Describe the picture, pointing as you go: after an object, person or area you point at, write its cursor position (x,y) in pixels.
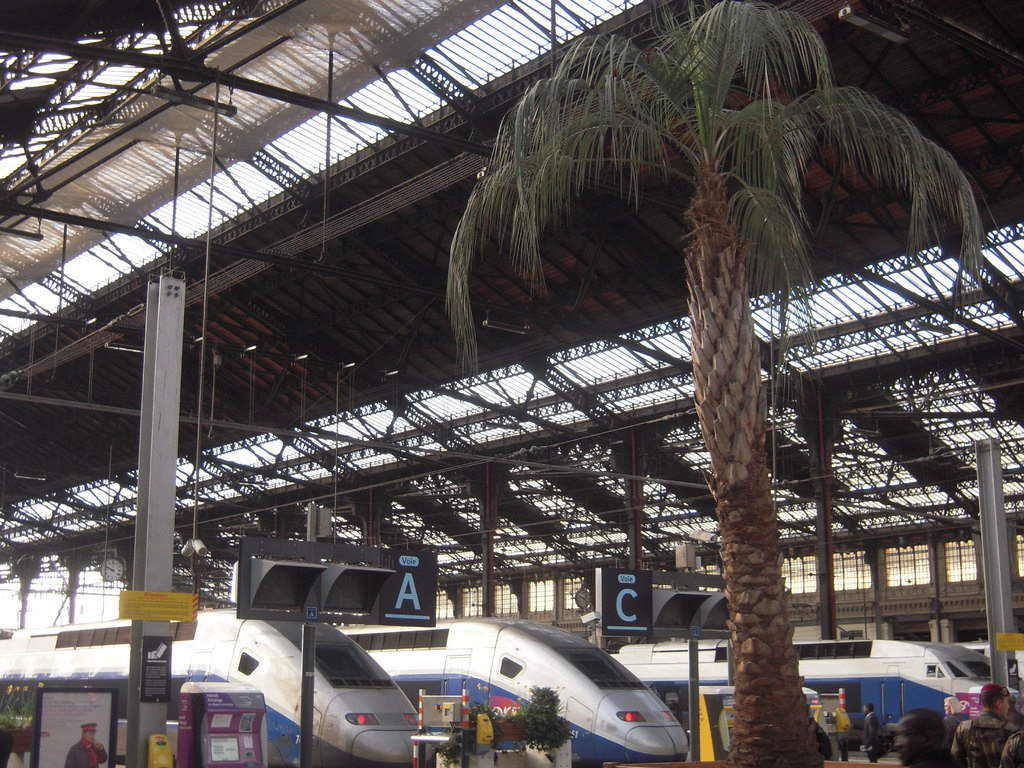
In this image I see the trains (488,626), 2 board (614,600) on which there are 2 alphabets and I see another board (92,704) over here on which there is a picture (101,727) of a person (99,754) and I see the shed (268,396), a tree (849,121) over here, 2 poles (993,667) and I see few people (1016,767) and I can also see the plants (527,715) over here and in the background (120,561) I see a clock (103,567) over here.
